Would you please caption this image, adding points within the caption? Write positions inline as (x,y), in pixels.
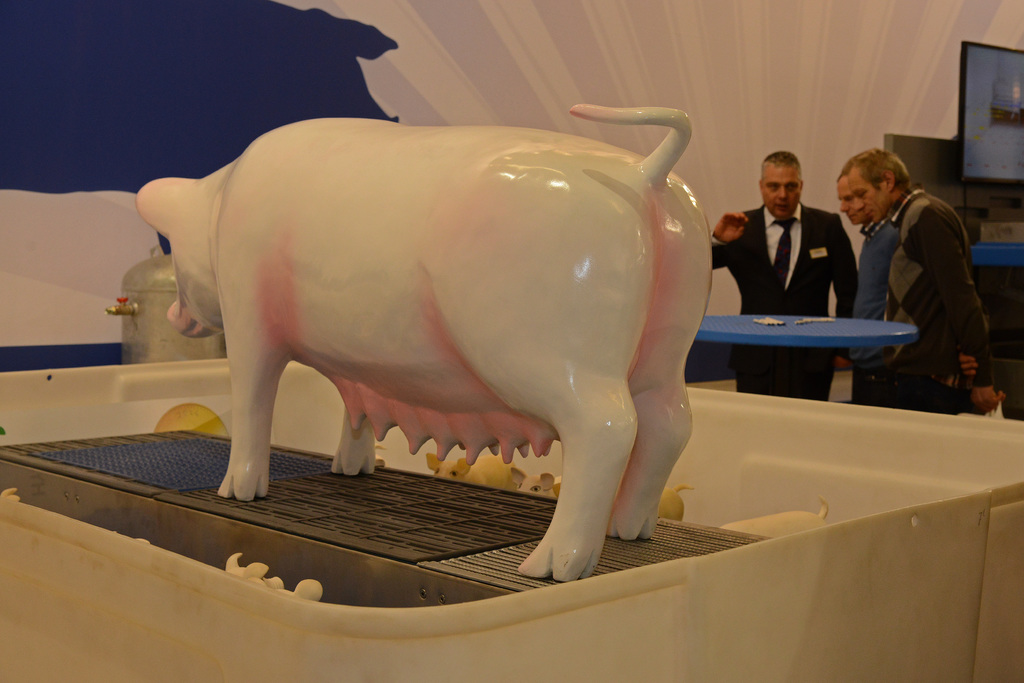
In this picture there is a porcelain statue (408,324) of a pig (409,365) placed on a grate (313,514). In the background (786,238), there are three men (813,234) standing in front of a table (735,321) and talking.
